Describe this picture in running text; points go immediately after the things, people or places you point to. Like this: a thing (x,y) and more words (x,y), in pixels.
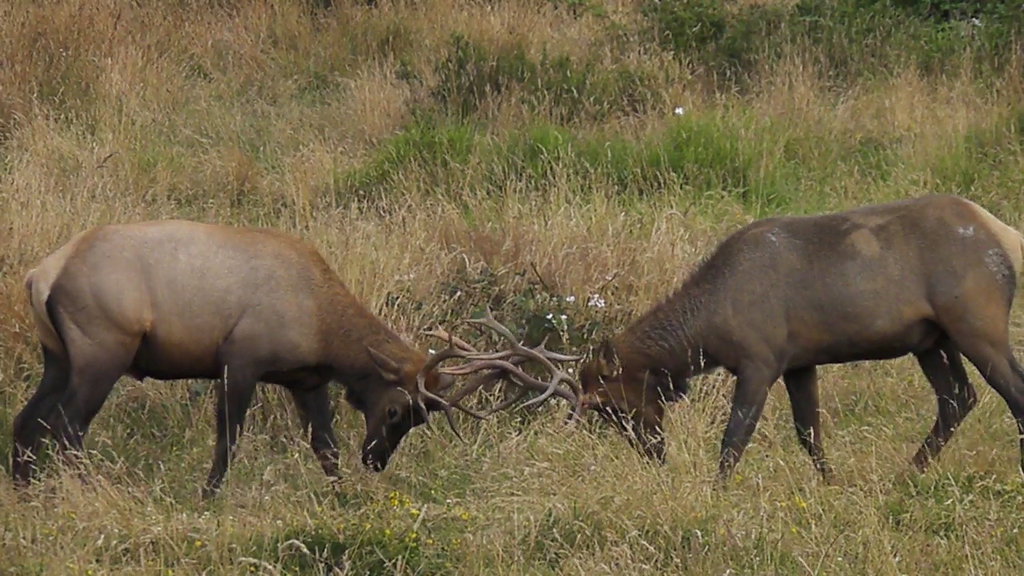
In this image, we can see animals (643,350) fighting and in the background (434,156), there is grass (393,108).
